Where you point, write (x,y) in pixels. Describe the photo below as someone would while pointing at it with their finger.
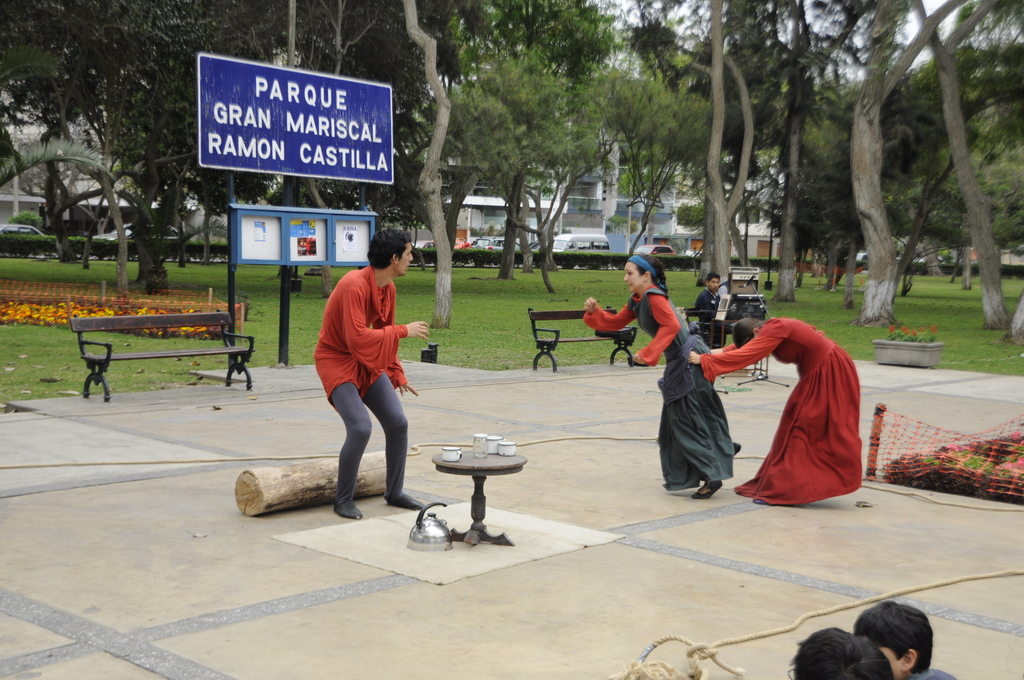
In this image, there is a floor (751,595) which is in white color, in the middle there is table (493,471) which is in black color, on that table (481,482) there are some glasses (507,446) which are in white color, there are some people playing a game, there are some chairs (546,343) which are in brown color, in the background (470,66) there are some green color trees (506,63), and there are some cars (487,241).
